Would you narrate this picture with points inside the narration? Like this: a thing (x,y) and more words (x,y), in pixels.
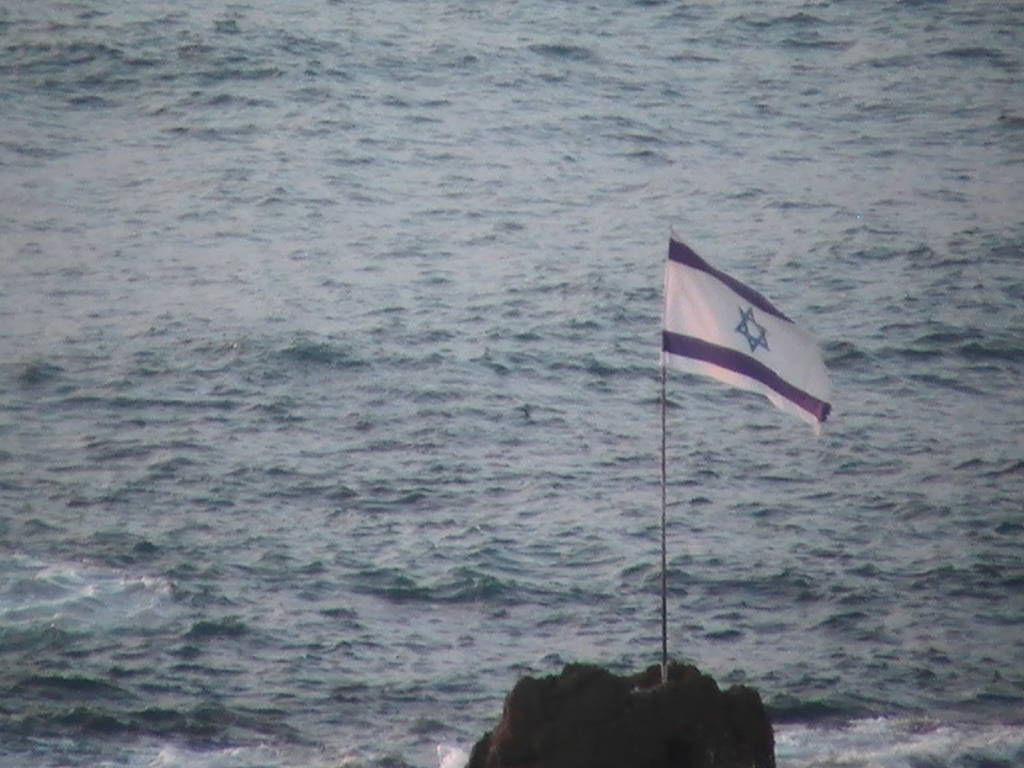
Here we can see flag (690,289) with stick (664,453) and we can see water (436,263).
